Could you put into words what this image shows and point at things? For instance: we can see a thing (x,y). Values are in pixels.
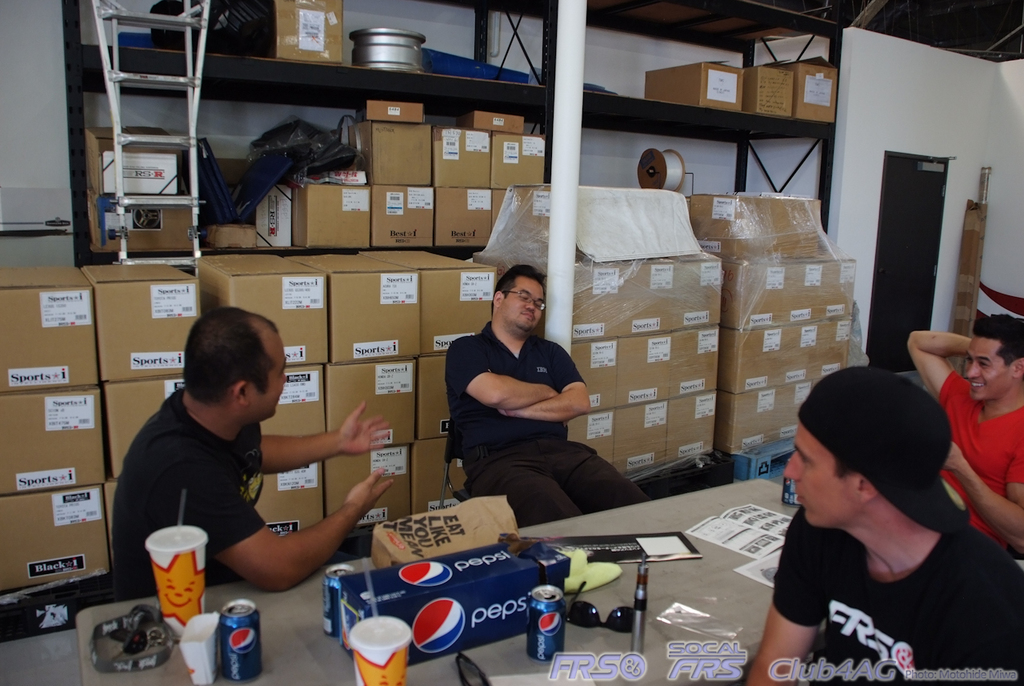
In this picture we can see four persons (815,459) sitting on their places and this person (448,375) is leaning to the pillar (576,41) and back of them there are cardboard boxes (349,200) and here it is a ladder (118,182), vessel (390,48) kept on rack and in front of them there is table (300,592) and on table (297,612) we can see Pepsi tin (236,633), headphone (120,653), box (444,633), goggles (581,609) and on left side (219,413) person (246,444) is saying some thing and on right side (992,400) man (948,375) is laughing and other man (858,503) is looking at them and here we can see door (879,236).
